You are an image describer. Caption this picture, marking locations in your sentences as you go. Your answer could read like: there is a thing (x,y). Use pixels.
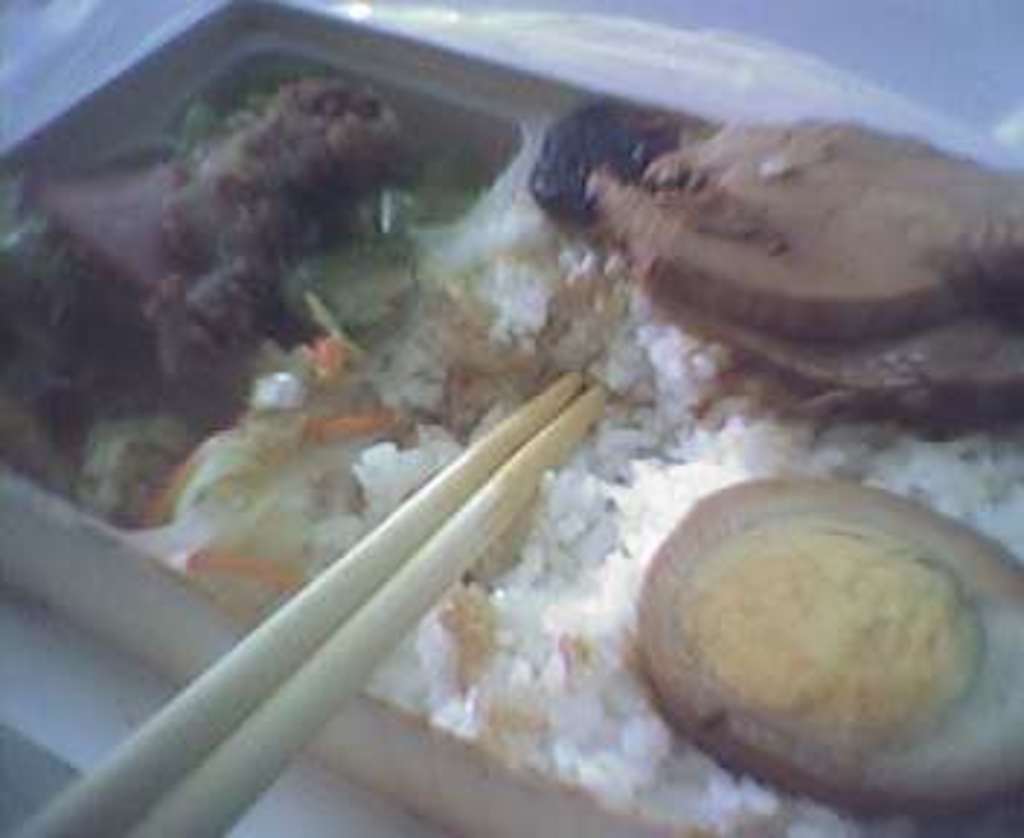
In this image there is food (834,230), meat (752,248), egg (1012,612), plate (32,549), chopsticks (535,441).
